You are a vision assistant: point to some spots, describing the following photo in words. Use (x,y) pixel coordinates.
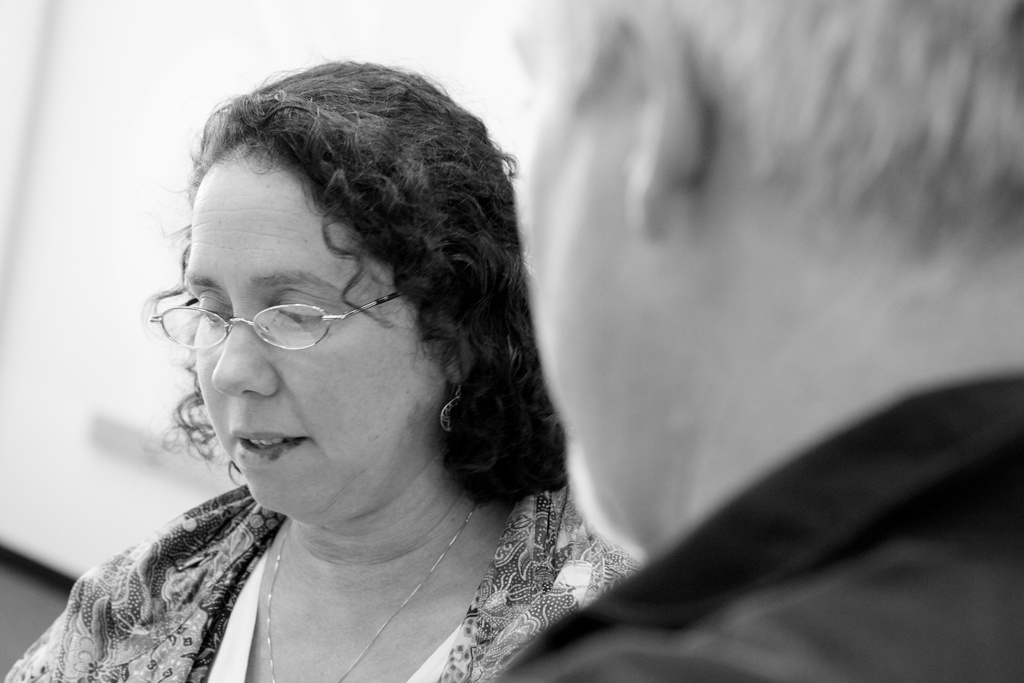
This is black and white image, in this image there is a man (656,88) and a woman (242,547).
